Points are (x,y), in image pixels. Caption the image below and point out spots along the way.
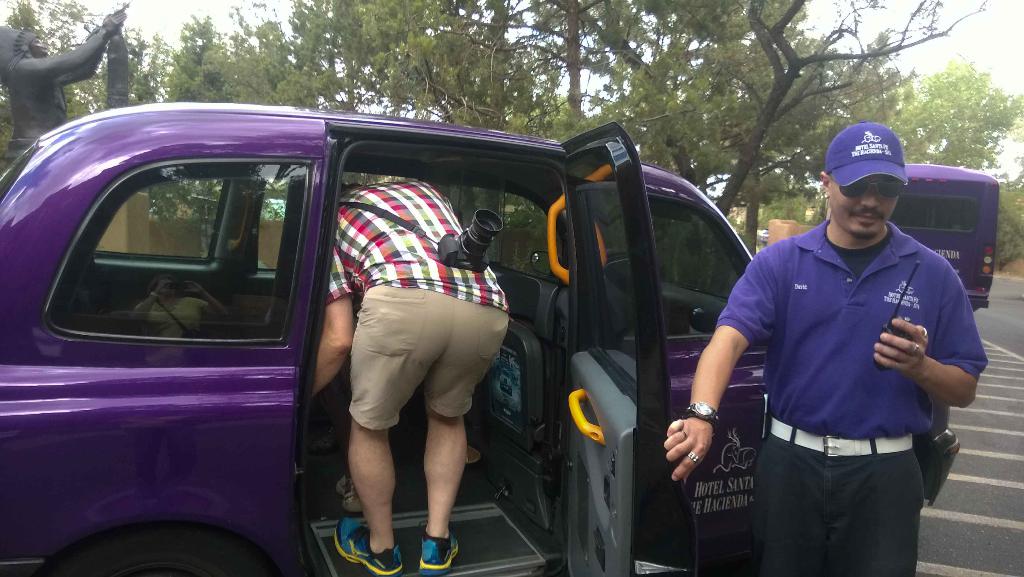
In this image we can see a car (152,526) which is on the road (971,554). Here we can see a person (348,217) inside the car (530,494) and this is a camera (448,243). There is a person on the right side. In the background (716,102) we can see trees (626,37), a statue (12,82) and a van (984,270) which is on the road (985,311).
